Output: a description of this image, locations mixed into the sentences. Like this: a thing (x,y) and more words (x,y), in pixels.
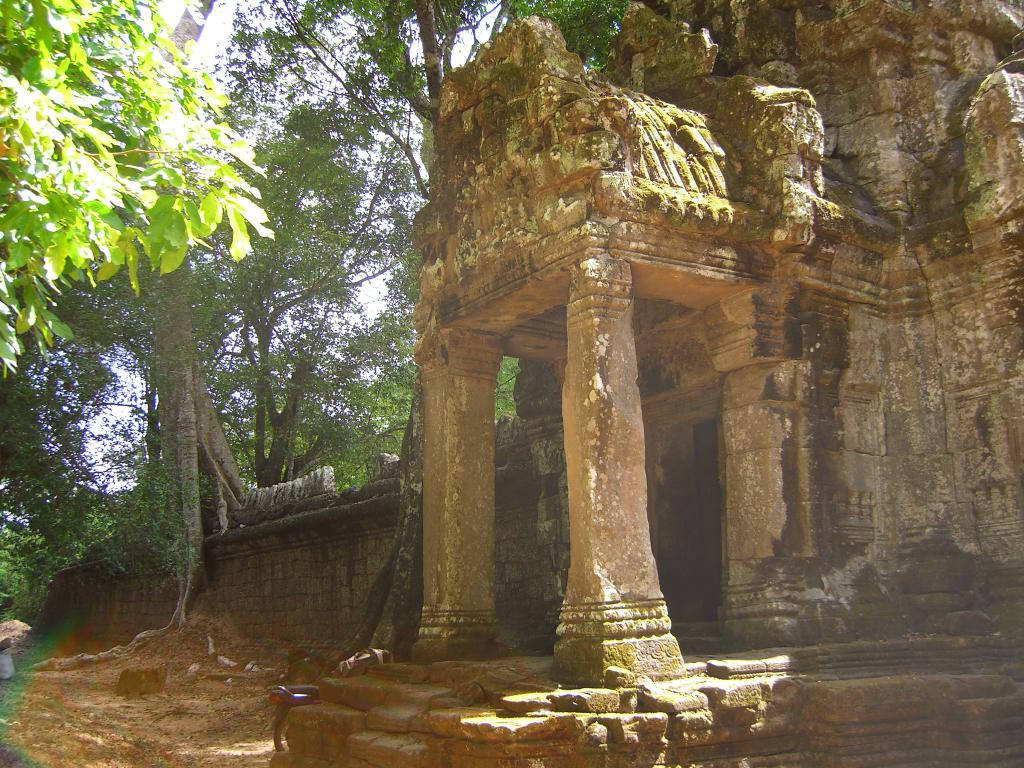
In the image there is a stone temple (671,212) on the right side (908,339), in the middle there is a bike (311,691) beside the temple (324,681), in the back (112,385) there are many trees (284,259) and the land (123,720) is of mud (118,680).
